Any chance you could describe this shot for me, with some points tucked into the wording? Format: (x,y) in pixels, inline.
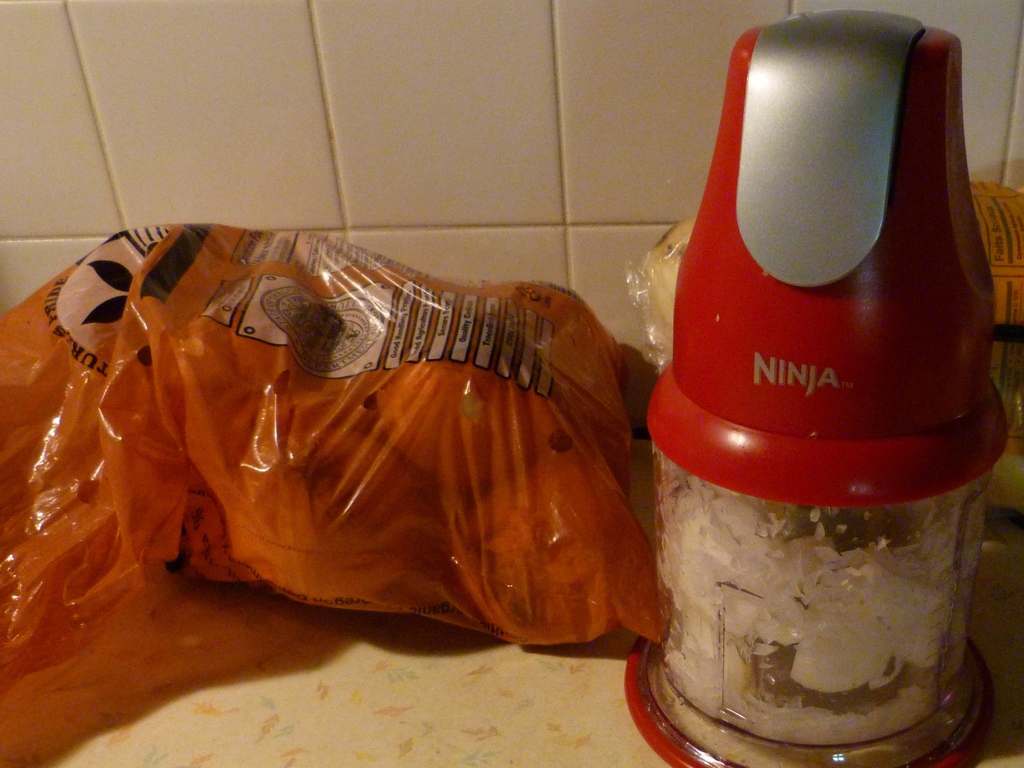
In this image there is a grinder (791,52), there is a packet of some items (333,418) in it, and there is an object (996,345), and in the background (982,6) there are tiles (496,30).
